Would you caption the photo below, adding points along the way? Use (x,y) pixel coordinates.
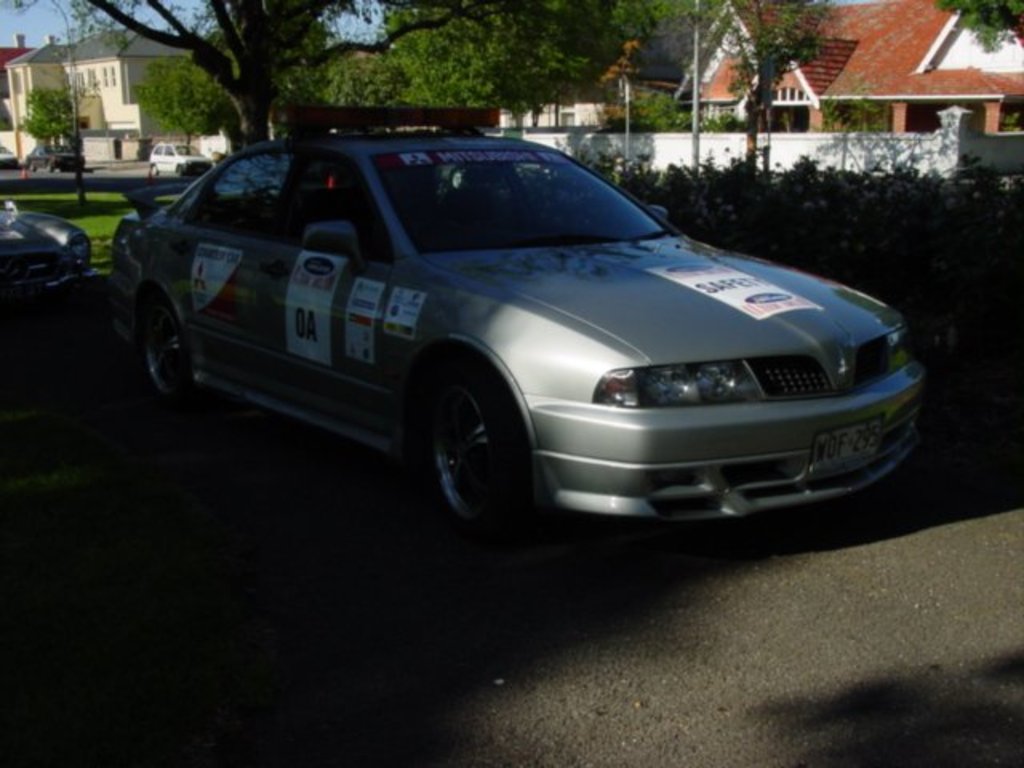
This car (438,253) is parked under a tree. We can even see many plants (855,200). In the background (97,87) there are many buildings (81,79) which are in red and pale yellow color and the sky (45,35) is in pale blue color.
